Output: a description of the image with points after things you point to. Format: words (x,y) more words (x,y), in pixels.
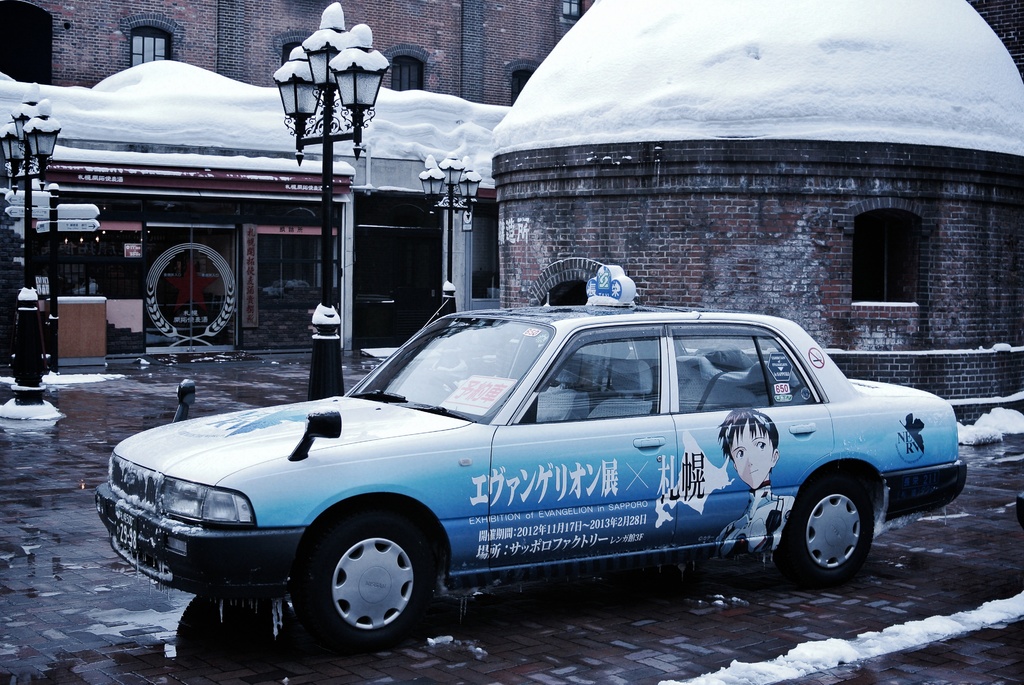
In this image I can see the ground (659,627), some water (172,625) on the ground (264,627), a car (519,492) which is blue in color, few black colored poles (340,89) and few buildings (507,167). I can see some snow (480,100) on car (619,349), poles (369,100) and buildings (818,310).
